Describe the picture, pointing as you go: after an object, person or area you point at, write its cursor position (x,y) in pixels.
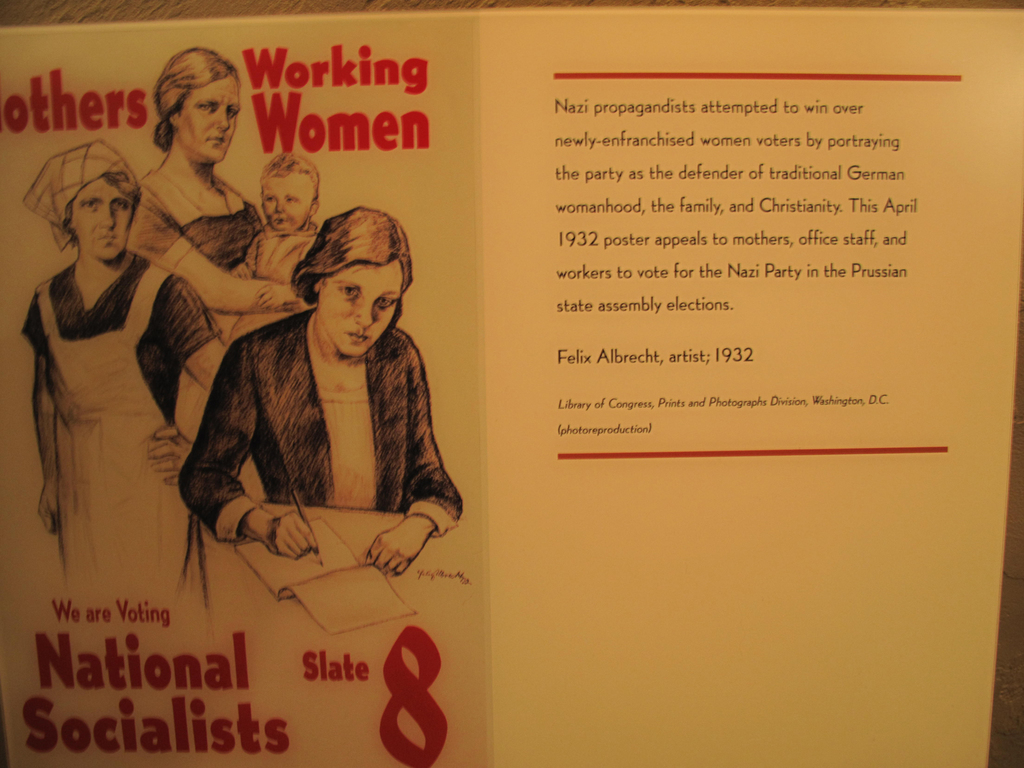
This image contains a poster (440,373) having painting (280,357) of few persons (182,349) and some text (820,404) on it. On poster (831,384) there is painting (209,282) of a woman (209,282) carrying a baby (271,259) in her arms (221,272) and a woman (333,409) is writing on a paper (311,556) with a pen (313,542) are on it.
